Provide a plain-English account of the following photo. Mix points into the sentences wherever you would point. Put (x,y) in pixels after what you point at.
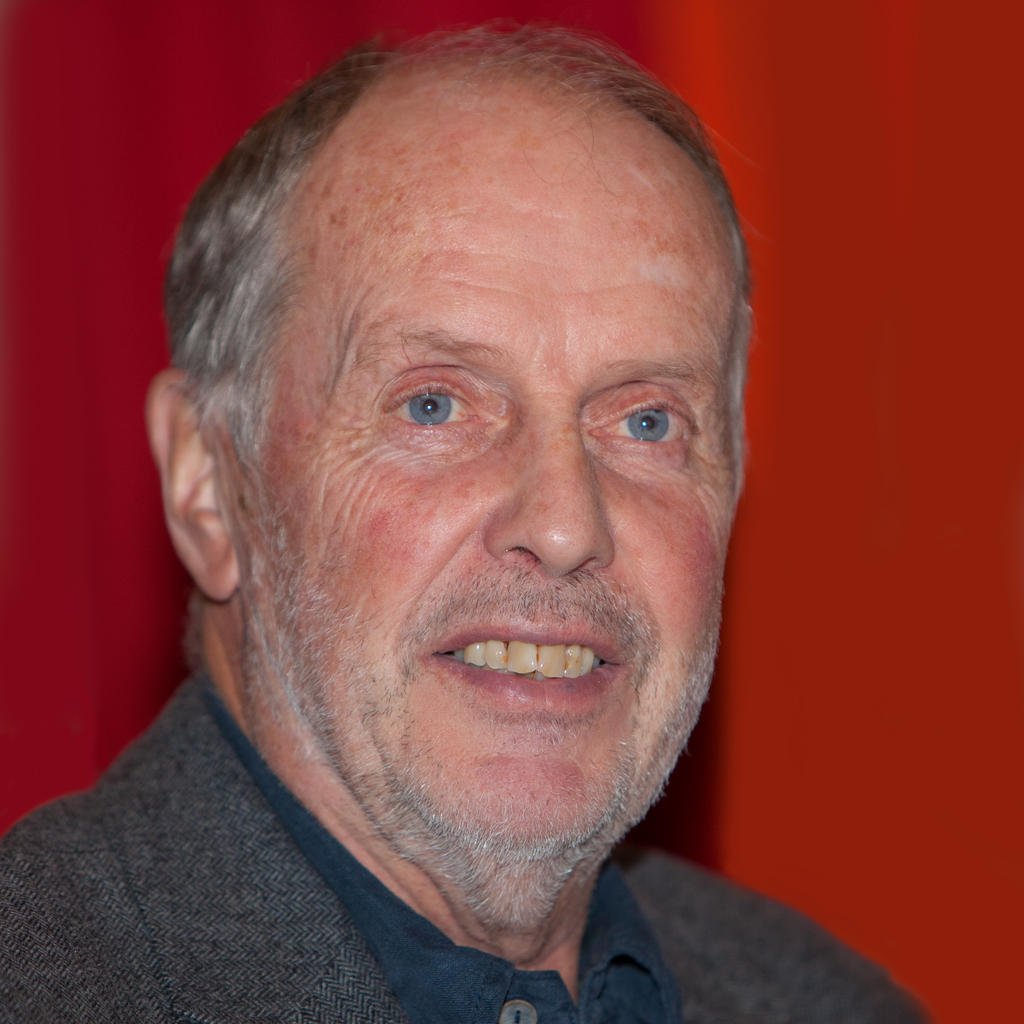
In this image, we can see a person (524,892) wearing clothes (173,959) on the red background.
